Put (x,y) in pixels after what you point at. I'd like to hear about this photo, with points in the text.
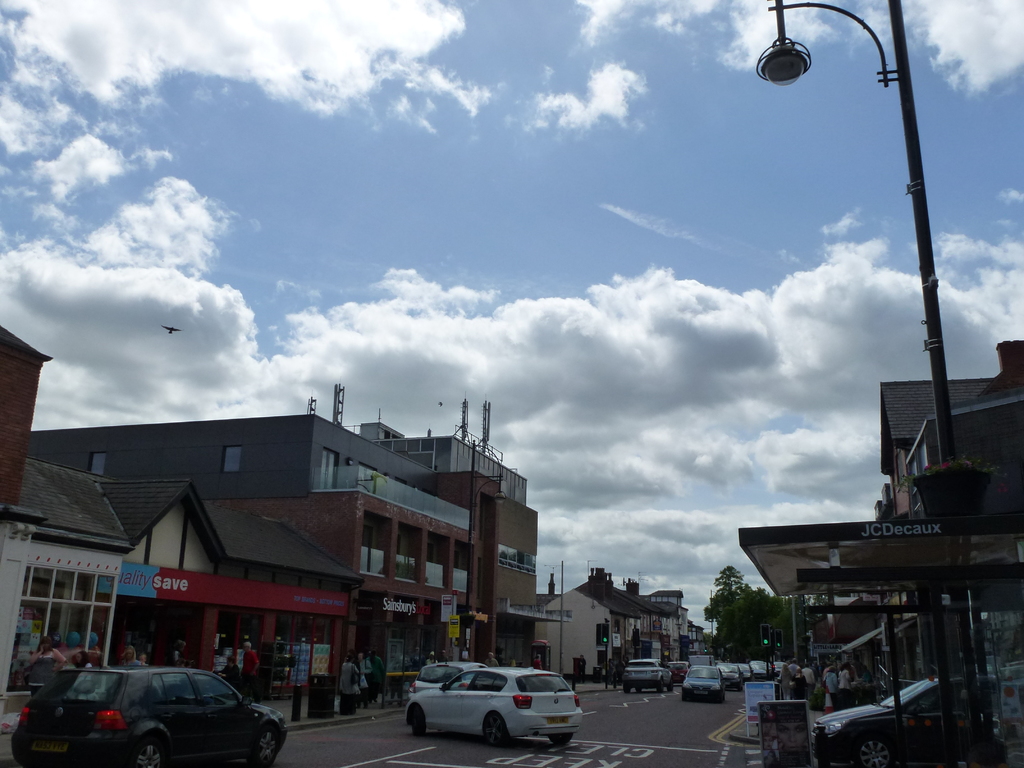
In this image I can see few cars (158,719) which are black and white in color on the road (400,720) and I can see few persons (352,683) standing on the side walk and in the background (231,642) I can see few buildings (276,532), few vehicles (659,690) on the road (653,711), few poles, a street light (788,58), few trees (714,602), a bird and the sky (564,207) in the background (580,244).
